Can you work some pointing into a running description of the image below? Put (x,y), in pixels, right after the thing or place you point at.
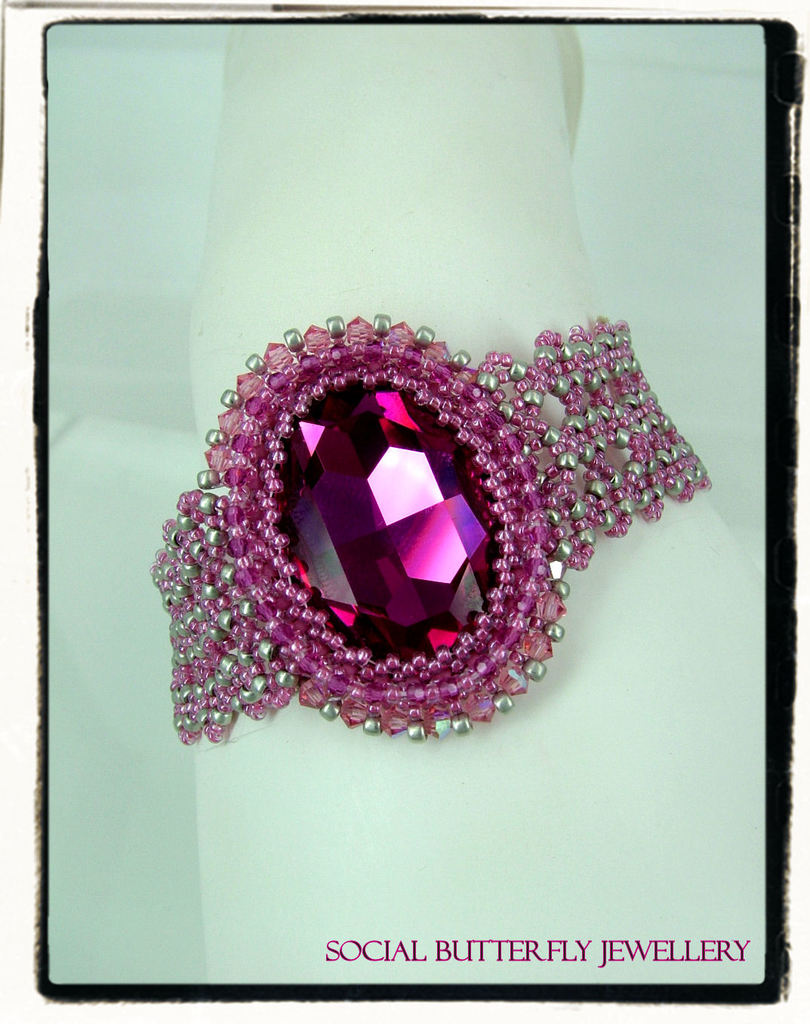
In this picture we can see an ornament (449,485), there is a pink color stone (395,525) in the middle (382,495), in the background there is a paper (399,172), we can see some text (450,947) at the bottom (511,947).
